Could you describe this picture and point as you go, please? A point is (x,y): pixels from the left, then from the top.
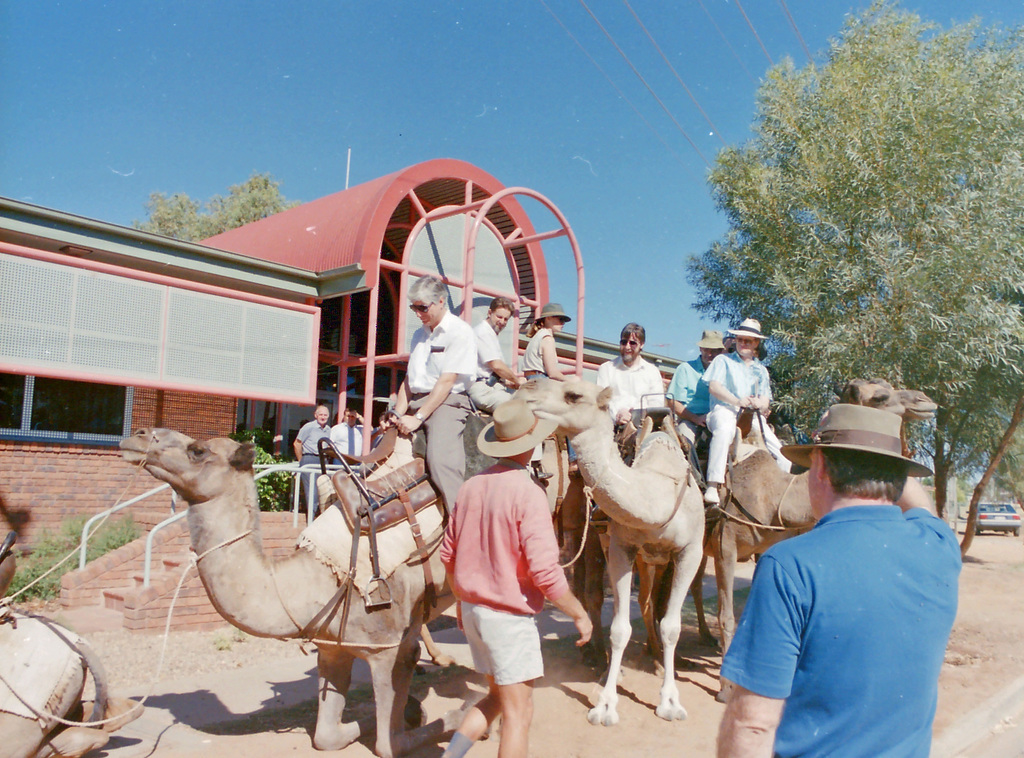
In this image I can see the group of people (506,480) with different color dresses (485,485) and few people (534,574) with the hats (704,346). I can see few people (736,410) are sitting on the camels (576,442) and few people (519,476) are standing. In the background (380,318) I can see the shed (246,375), many trees (864,99) and the blue sky (436,106).
